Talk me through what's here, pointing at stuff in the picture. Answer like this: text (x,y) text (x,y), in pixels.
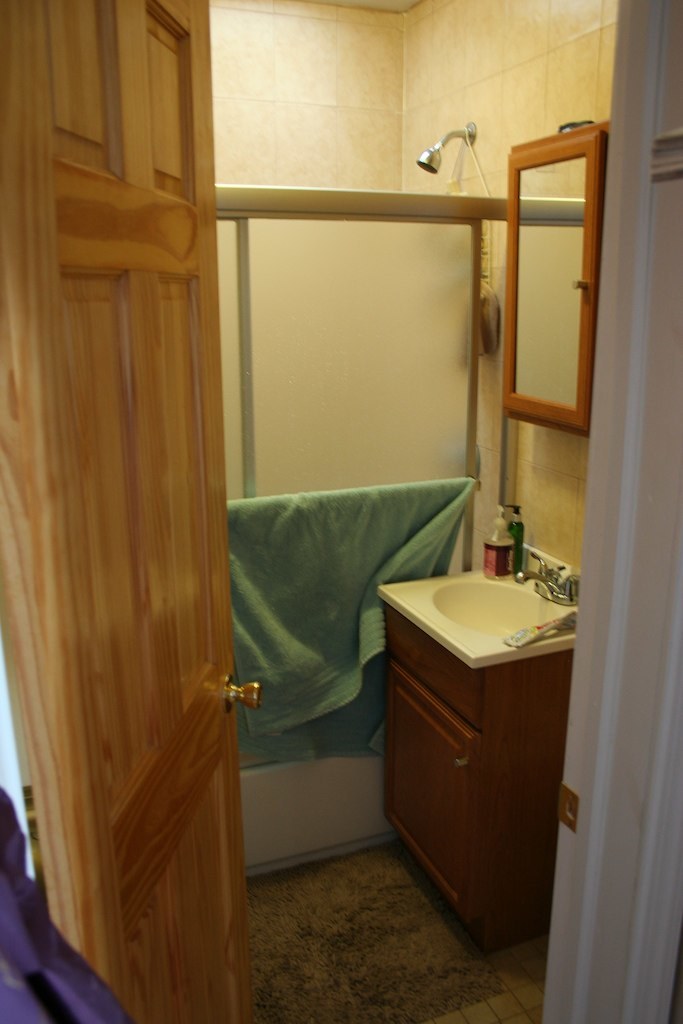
It is image on the right side (508,646) there is a wash basin (503,601) and there is a tap (542,590). On the washbasin (510,582) there are bottles (508,530), under the wash basin (472,651) there is a cupboard (450,733), there is a cabin (350,424) in the center (343,432), and in front of the cabin (362,400) there is a towel (344,547) hanging. On the right side of the wall (558,431) there is a mirror (559,343) and the shower (435,151). In the front (170,699) there is a door (141,604).
